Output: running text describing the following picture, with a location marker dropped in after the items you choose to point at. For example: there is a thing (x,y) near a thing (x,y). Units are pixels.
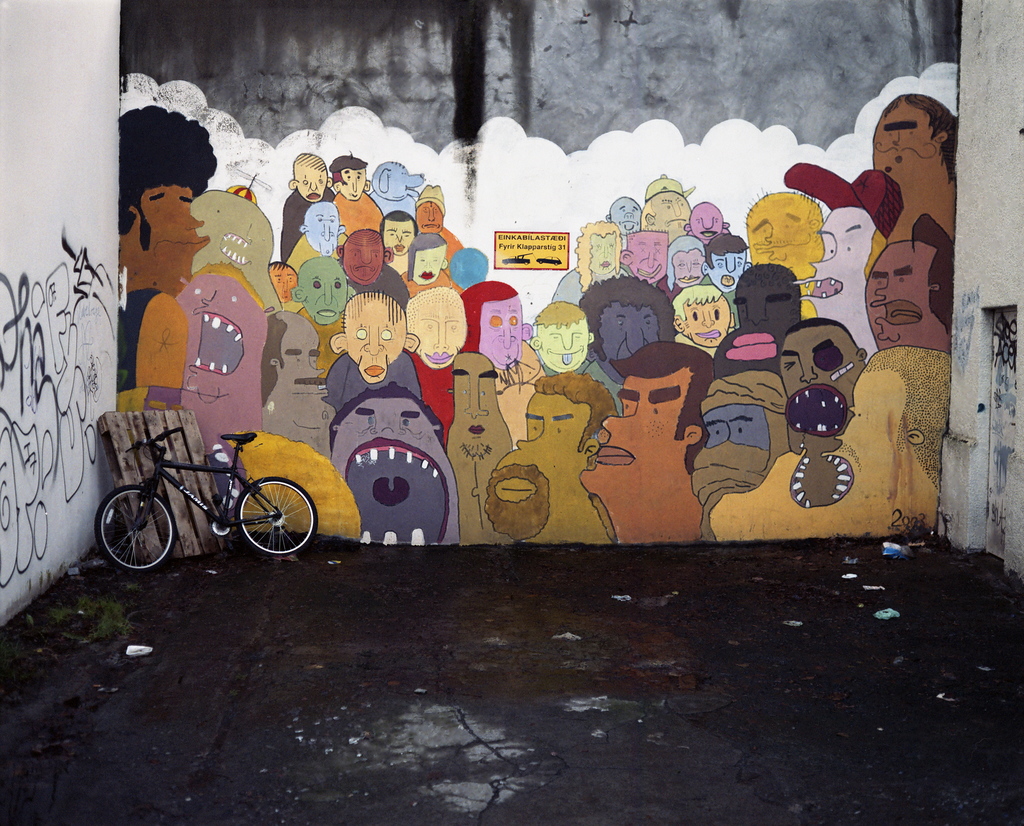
In this image there is a pavement (164,730), on either side of pavement (667,591) there are wall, in the background (165,500) there is a bicycle (156,485) and a wooden surface (156,507) and a wall (737,396) for that wall (522,390) there is painting (605,346).
